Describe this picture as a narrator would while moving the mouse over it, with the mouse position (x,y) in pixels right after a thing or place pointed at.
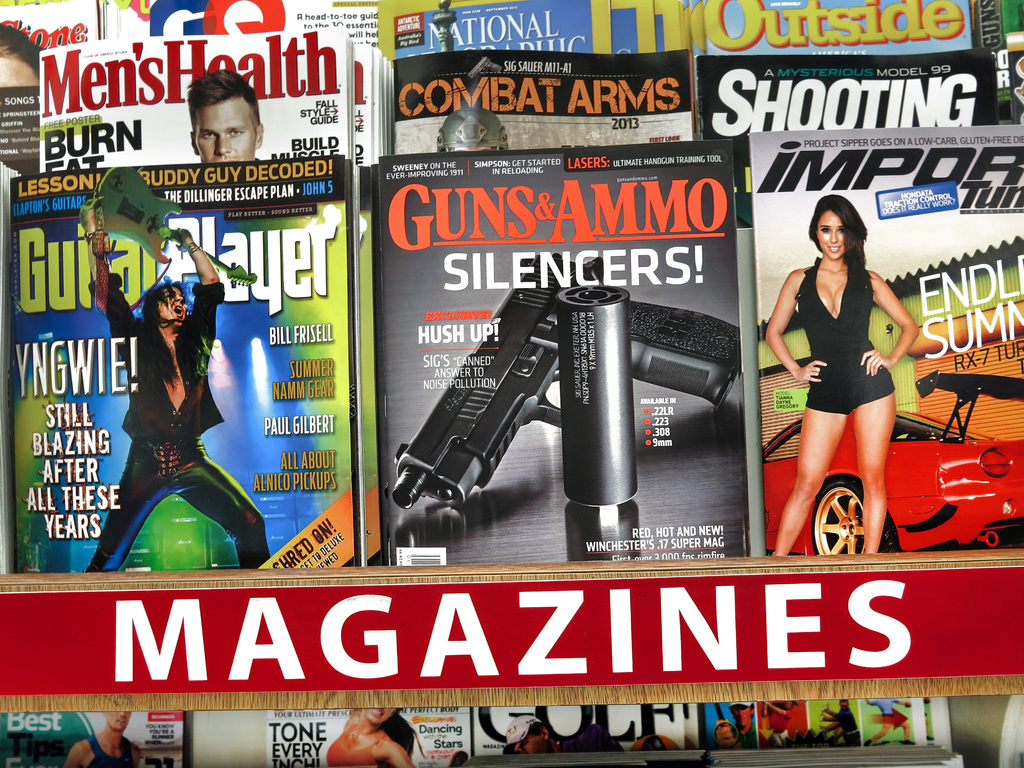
In this image I can see on the covers (473,343) of books (352,411). On the covers (404,425) of books (352,411) I can see photos (411,398) of people (827,325), gun (506,406) and other objects (598,380). Here I can see something written on the image.
